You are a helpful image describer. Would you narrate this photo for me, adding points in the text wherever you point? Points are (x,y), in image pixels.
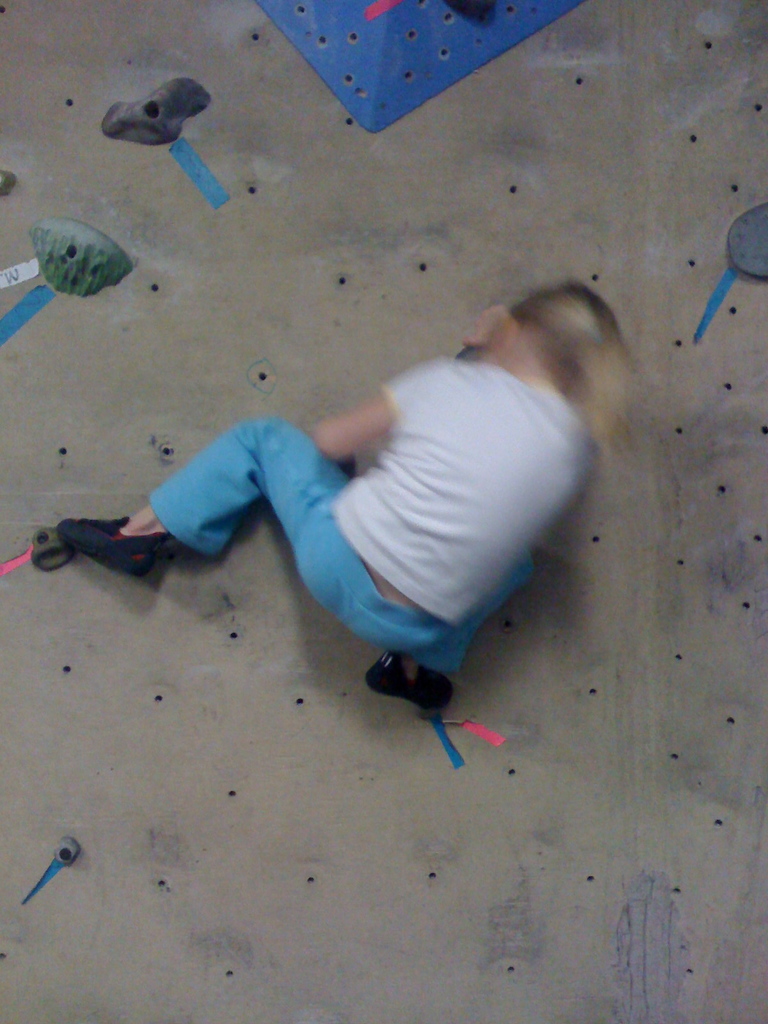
Here in this picture we can see a child (368,408) performing bouldering over a place (136,214).
